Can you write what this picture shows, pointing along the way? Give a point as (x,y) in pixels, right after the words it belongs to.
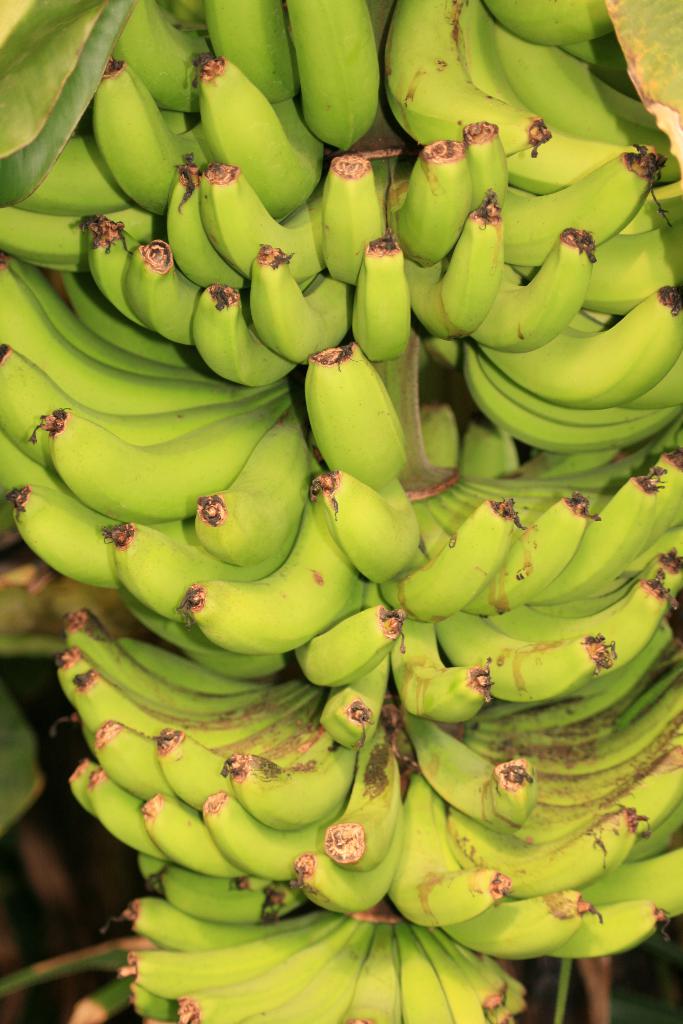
In this picture I can see bananas (315,283).
